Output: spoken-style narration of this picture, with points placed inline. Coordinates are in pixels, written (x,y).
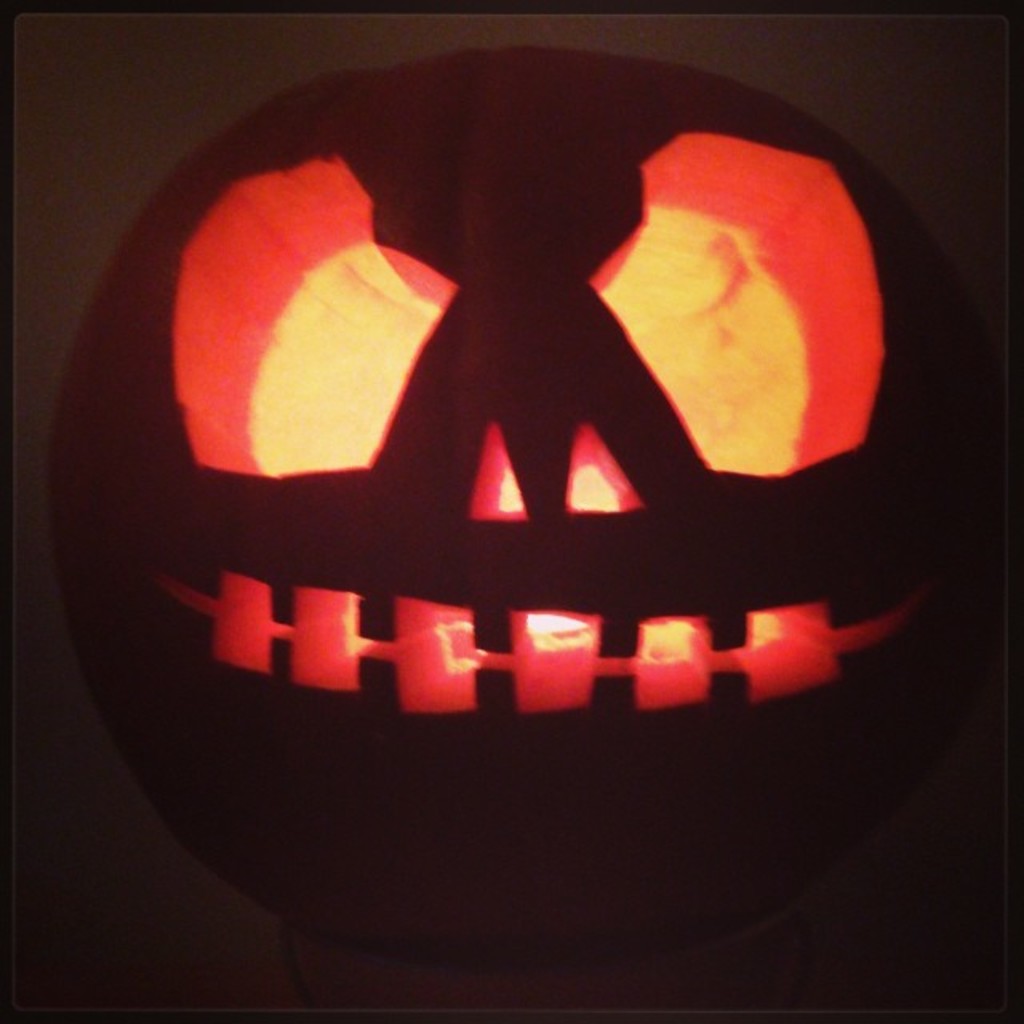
This is pumpkin (556,586).
